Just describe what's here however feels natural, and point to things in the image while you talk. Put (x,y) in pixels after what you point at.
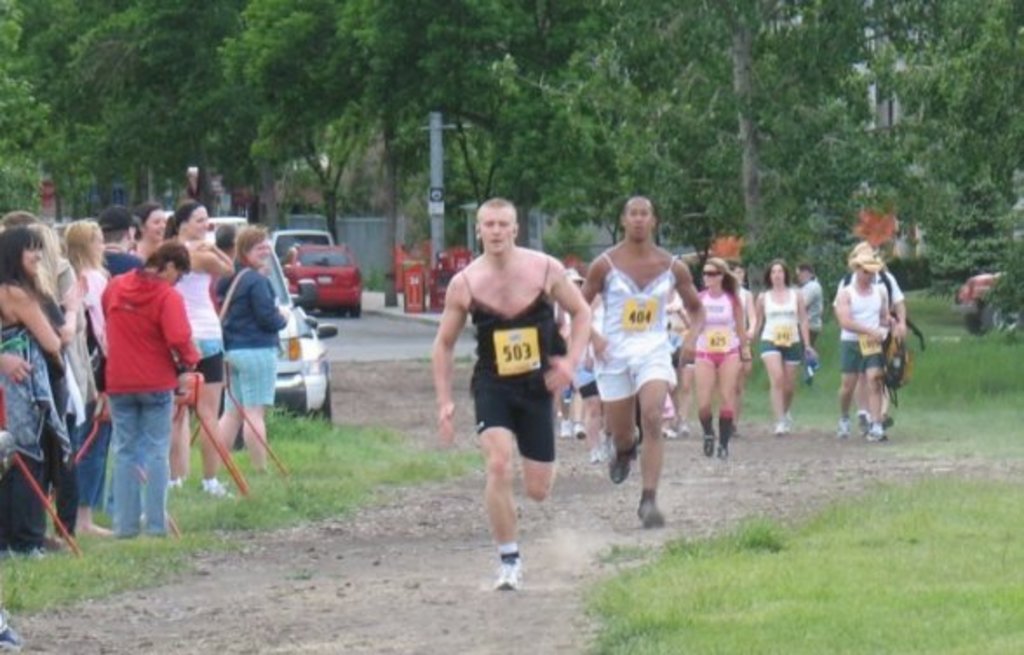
In the image there are few people (521,405) with number badges (522,331) on them. There are two men (539,332) running. On the left side of the image (266,336) there are few people (85,344) standing. On the ground (598,600) there is grass (294,438). Behind them there are vehicles (356,269) and also there are poles (434,224). In the background (327,112) there are trees (689,78).
